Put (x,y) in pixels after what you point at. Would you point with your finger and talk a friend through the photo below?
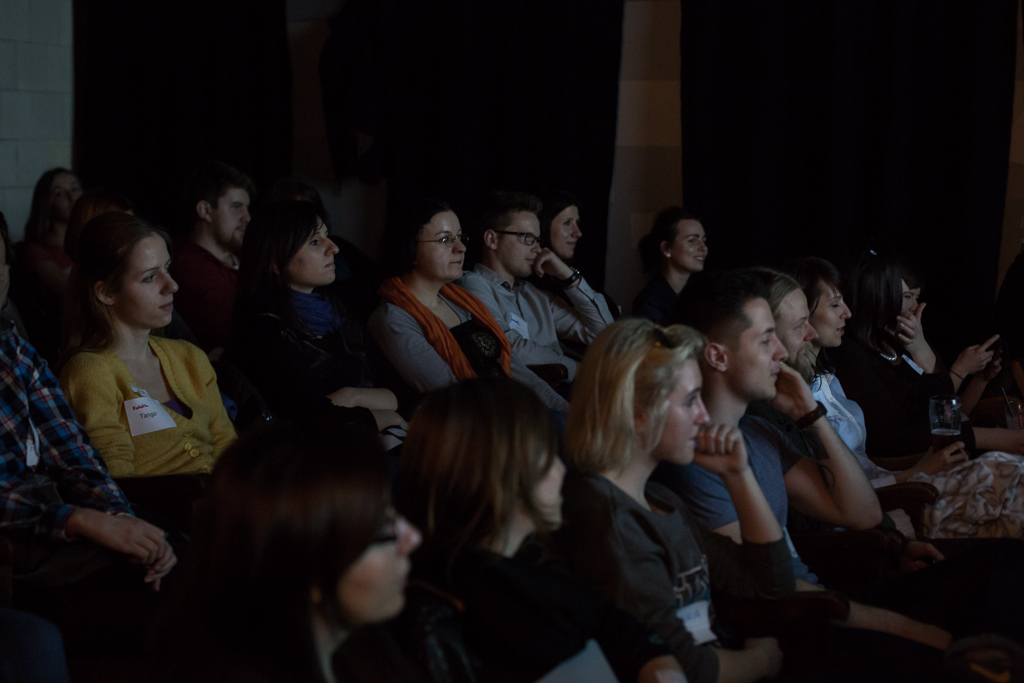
As we can see in the image, there are group of people (324,261) sitting and in the background (221,99) there are three black color curtains (425,83).
